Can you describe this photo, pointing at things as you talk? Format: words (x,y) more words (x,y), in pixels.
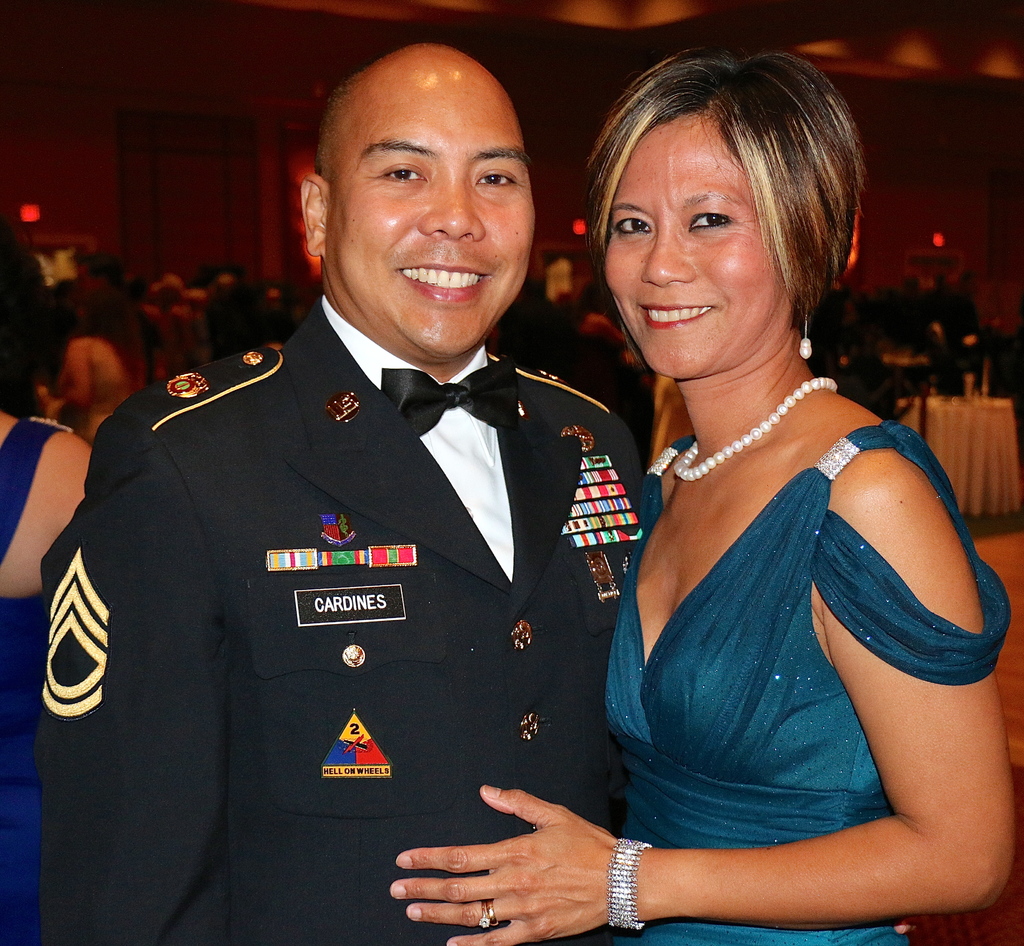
In the foreground of this picture (607,558), there is a man (326,698) and a woman (941,746) posing to a camera. In the background (155,125), there are tables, chairs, lights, wall (225,110) and the ceiling (570,50).
